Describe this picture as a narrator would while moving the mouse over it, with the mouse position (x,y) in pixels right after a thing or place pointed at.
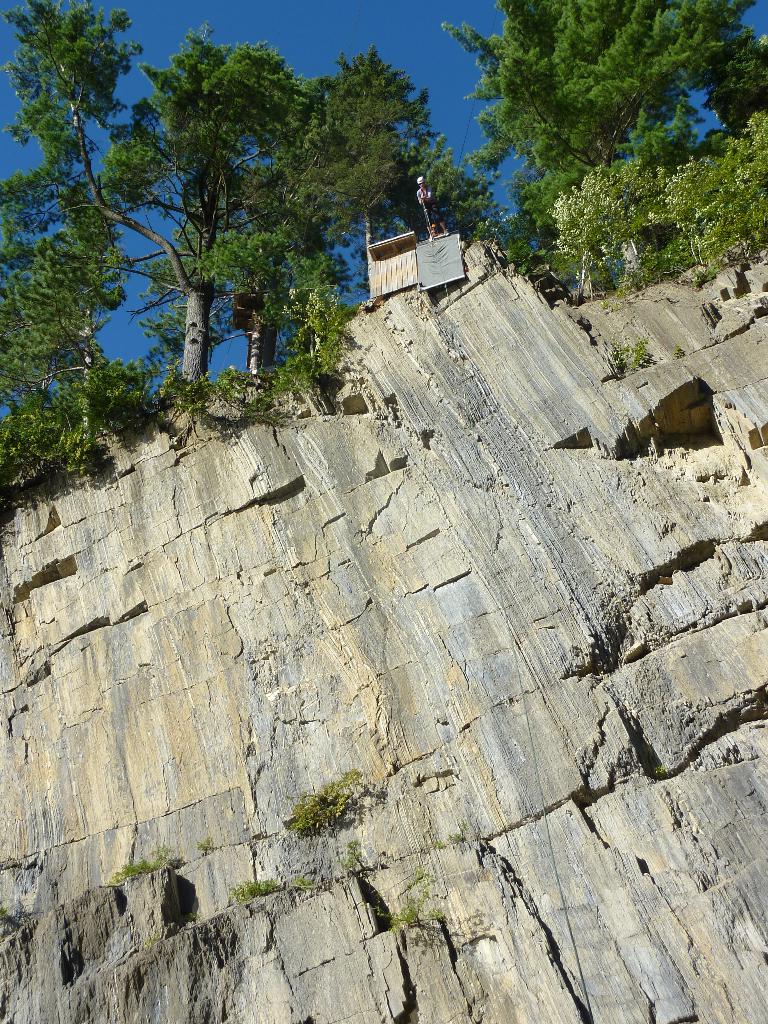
In this image, we can see wall (48,506), plants (234,898), trees (435,178), human (419,184) and few objects (401,264). Background (366,295) we can see the sky (180,190).
